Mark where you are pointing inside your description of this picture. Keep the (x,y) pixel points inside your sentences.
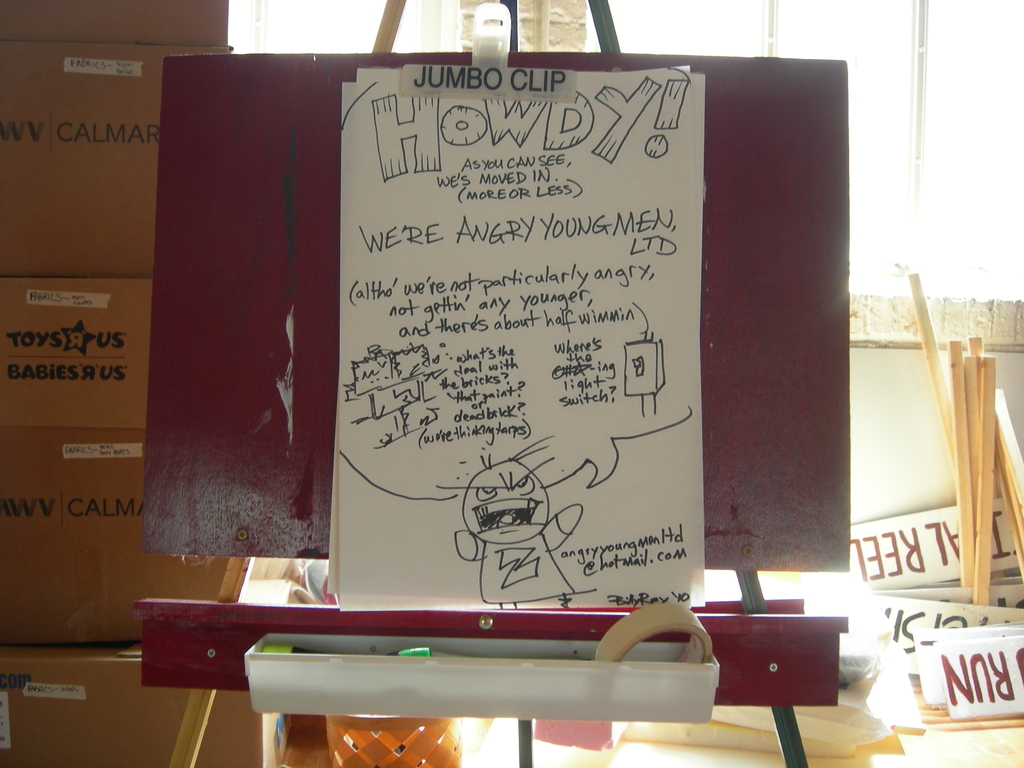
This image consists of a board (157,457) on which there is a paper (568,245). On the left (237,726), there are boxes (38,332). On the right (952,512), there are placards (987,704). At the bottom (634,756), there is a floor (506,726). In the front (479,688), we can see a box (537,646) in which there are markers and a tape (629,654).
